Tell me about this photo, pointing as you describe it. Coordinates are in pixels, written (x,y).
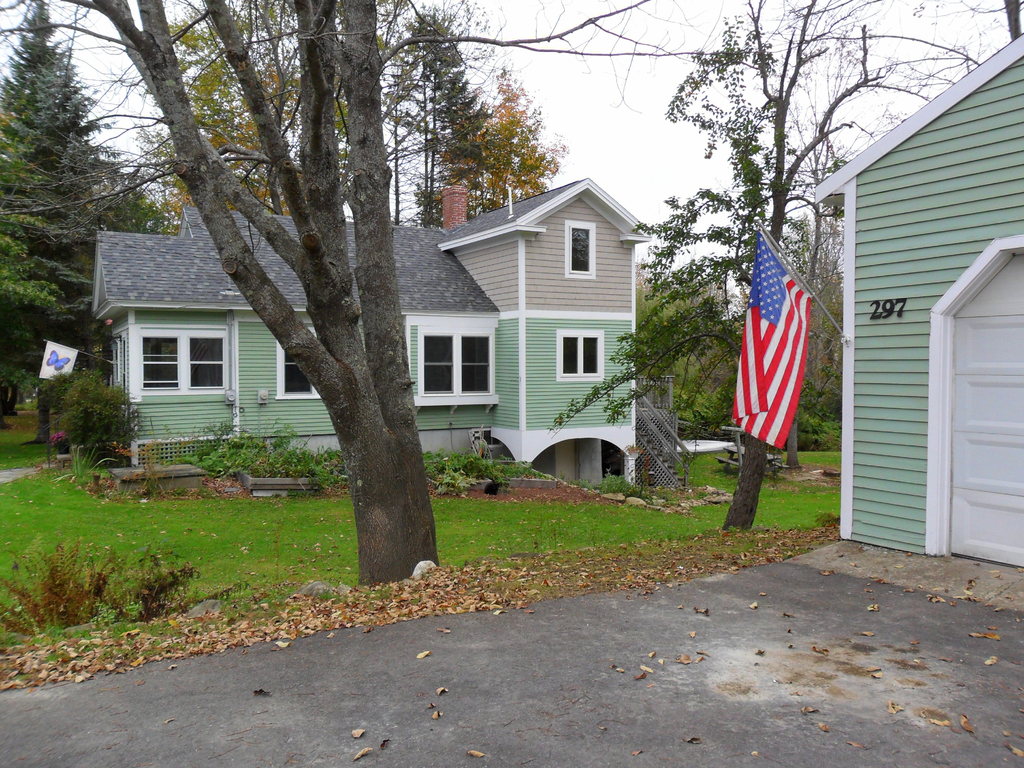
In this image I can see the flag (778,293), few houses (518,312), trees (404,327) in green color and the sky (629,122) is in white color.
